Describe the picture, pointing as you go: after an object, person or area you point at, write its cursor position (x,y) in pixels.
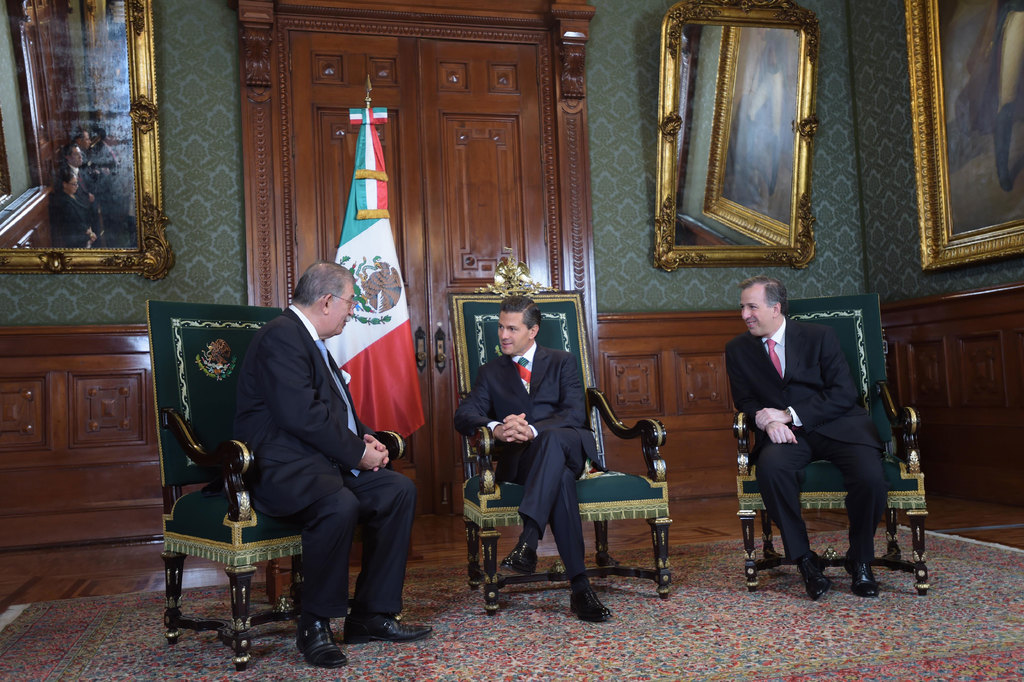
In this picture we can see three men (276,351) sitting on chairs (477,363) and talking to each other and in background (343,194) we can see door (360,101), flag (358,118), mirrors (60,87) to wall (830,183).
